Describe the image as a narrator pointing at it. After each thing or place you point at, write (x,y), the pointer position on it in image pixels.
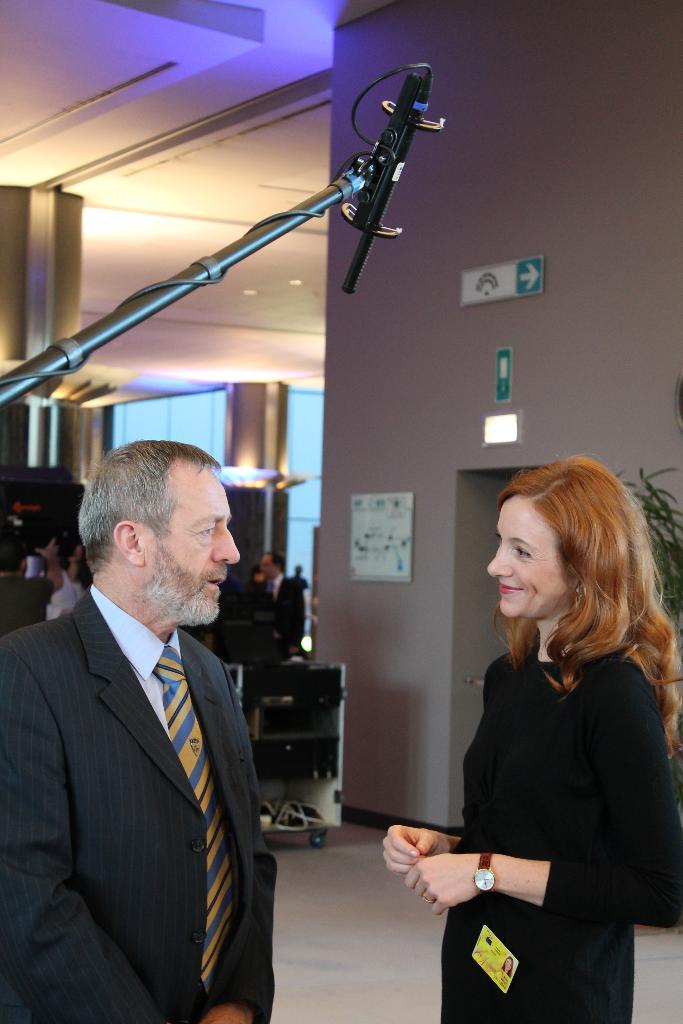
In this image we can see people (536,942) standing on the floor (439,970), sign boards (464,286), information boards (393,553), houseplants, electric lights (510,425) and walls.
